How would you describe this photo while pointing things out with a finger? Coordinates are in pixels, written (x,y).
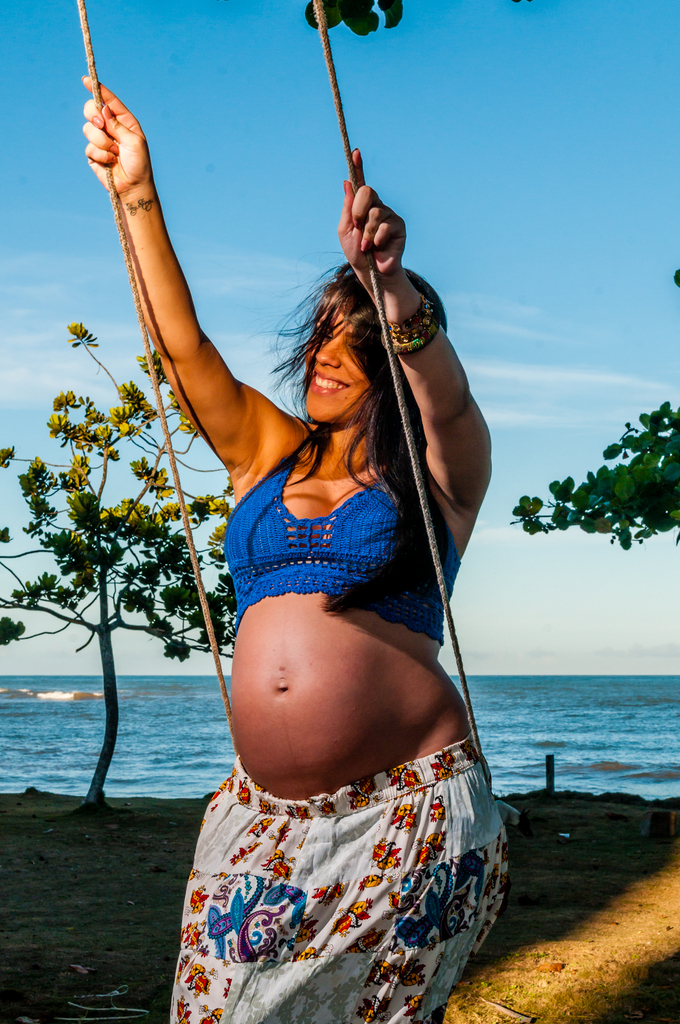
In this image there is a woman (349,790) holding the swing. Behind her there are trees (653,480) and water (188,698). In the background (468,191) there is sky (524,94).
